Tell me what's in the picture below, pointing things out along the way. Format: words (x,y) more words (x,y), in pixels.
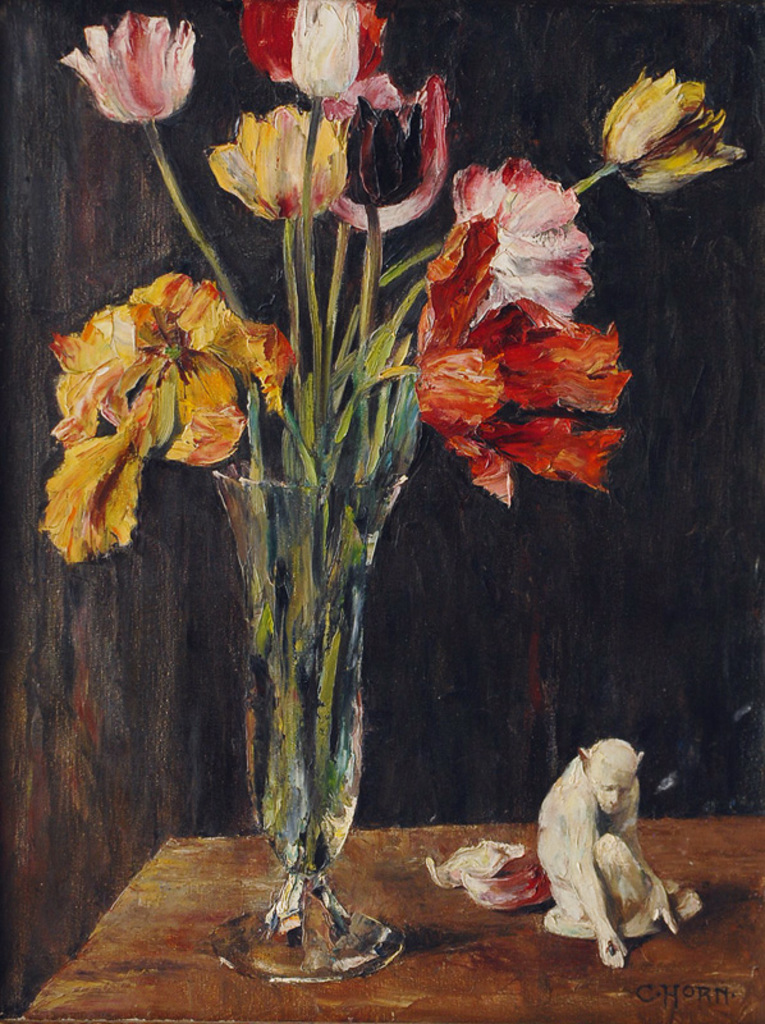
In this image I can see a flower vase (284,518) and different color flowers (365,274). I can see white color statue (558,875) on the brown color table (453,960). Background (596,520) is in black color.
